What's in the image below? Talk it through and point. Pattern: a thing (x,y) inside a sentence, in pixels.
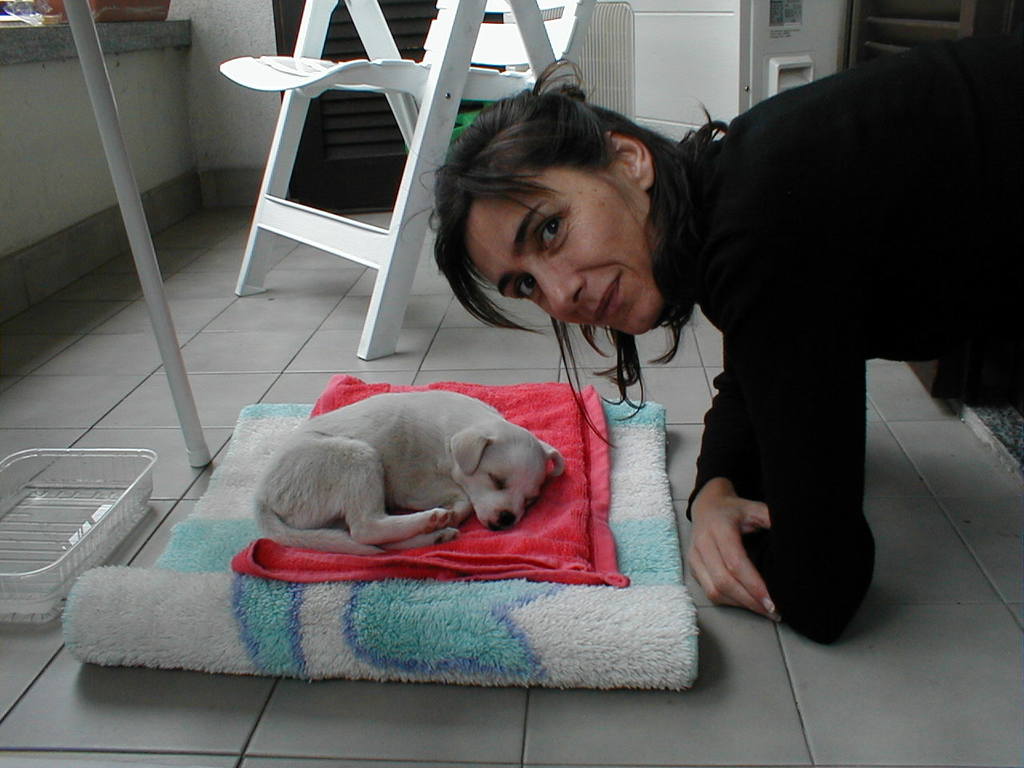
To the right side of the image (858,381) there is a lady (876,325) wearing a black color dress (724,235). In the center of the image (551,464) there is a puppy (354,413) sleeping on the carpet (166,573). There is a chair (499,3) in the background of the image (343,247). There is a tray (92,450). At the bottom of the image (286,690) there is a floor (477,736).
